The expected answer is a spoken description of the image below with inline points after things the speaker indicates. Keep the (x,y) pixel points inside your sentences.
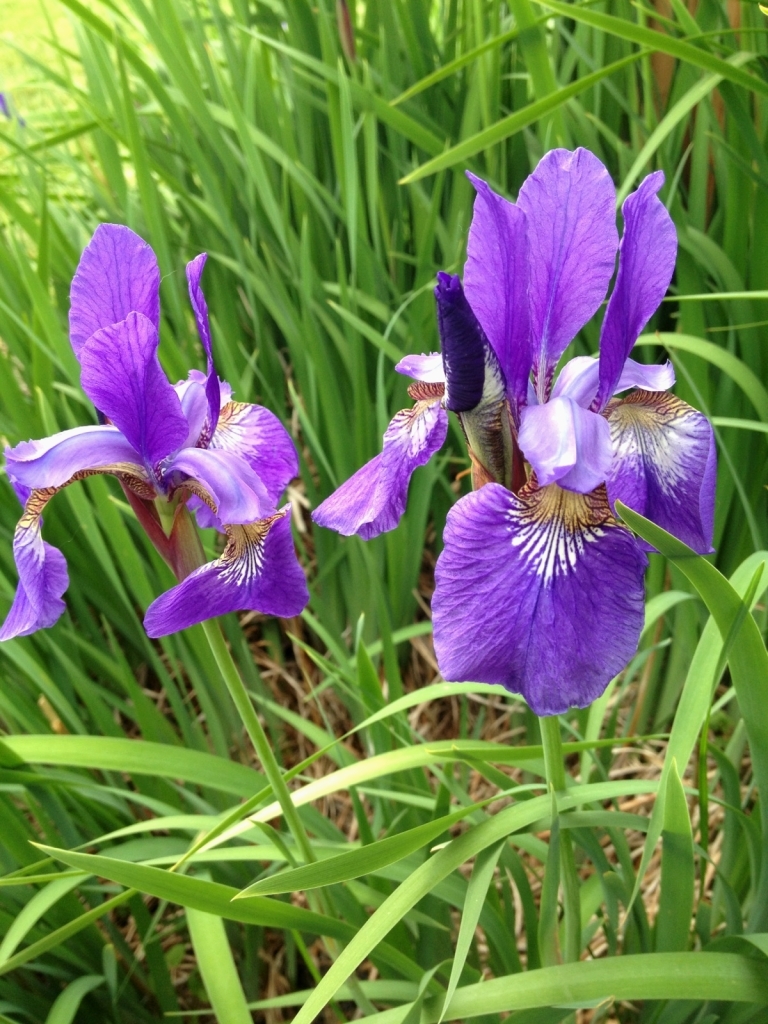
In the image there are flowers (441,323) and there is grass (573,31).
